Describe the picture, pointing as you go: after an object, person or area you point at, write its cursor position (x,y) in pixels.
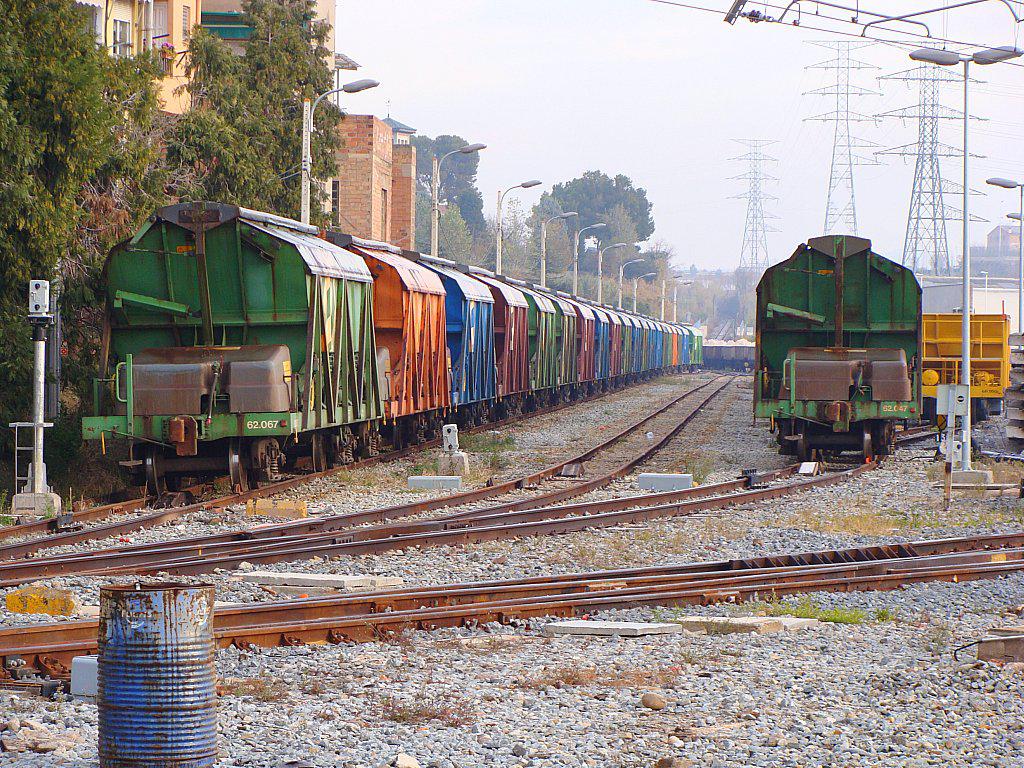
In this image we can see trains (596,387) on the railway tracks (514,494). In the background (58,114) we can see buildings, trees (183,196), street lights (966,210), towers (912,195) and sky (617,101).
